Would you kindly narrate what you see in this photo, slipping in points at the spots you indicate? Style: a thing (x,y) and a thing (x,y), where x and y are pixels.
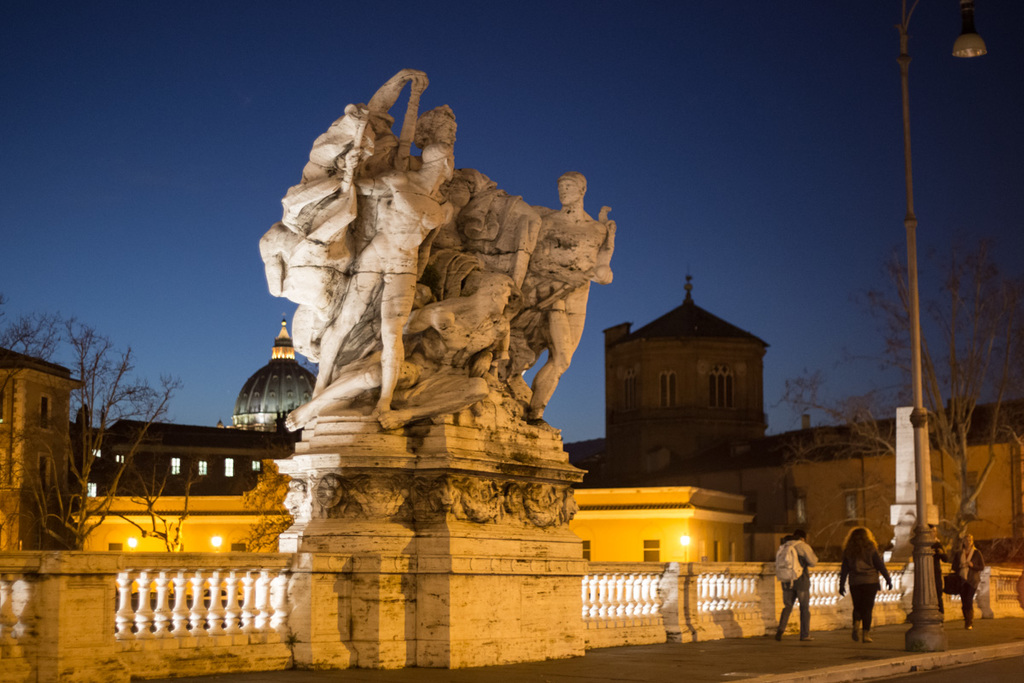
In the middle (362,283) there are statues of human beings (405,230), In the right side (779,636) few people (804,626) are walking on the foot path (816,640), at the top (774,156) it's a sky (772,176).
